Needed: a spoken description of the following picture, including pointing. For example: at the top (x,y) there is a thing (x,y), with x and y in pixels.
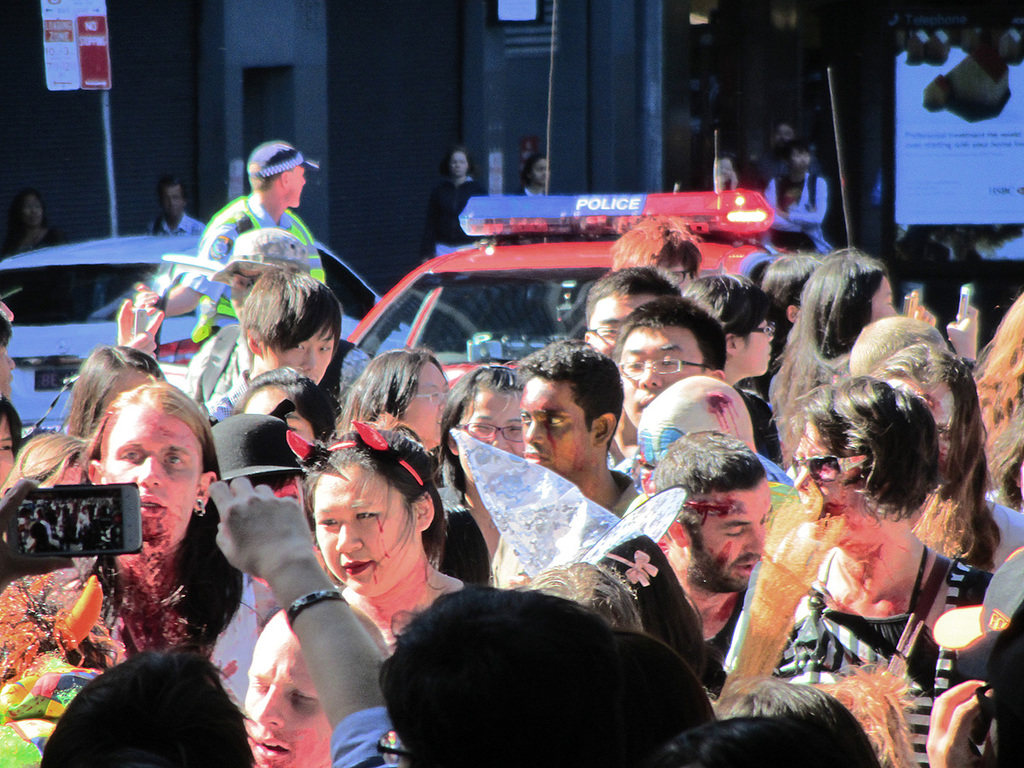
This picture is clicked in the city. At the bottom of the picture (491,574), we see people (377,496) standing on the road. Behind there are two cars (444,309) parked on the road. The police officer (277,223) is standing beside the cars (150,268). In the background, we see people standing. Behind them, there are buildings (518,84). On the right side (913,205), we see a white board (904,145) with some text (999,149) written on it. In the left top of the picture (103,85), we see a board (80,57) in red and white color with some text (96,28) written on it.
